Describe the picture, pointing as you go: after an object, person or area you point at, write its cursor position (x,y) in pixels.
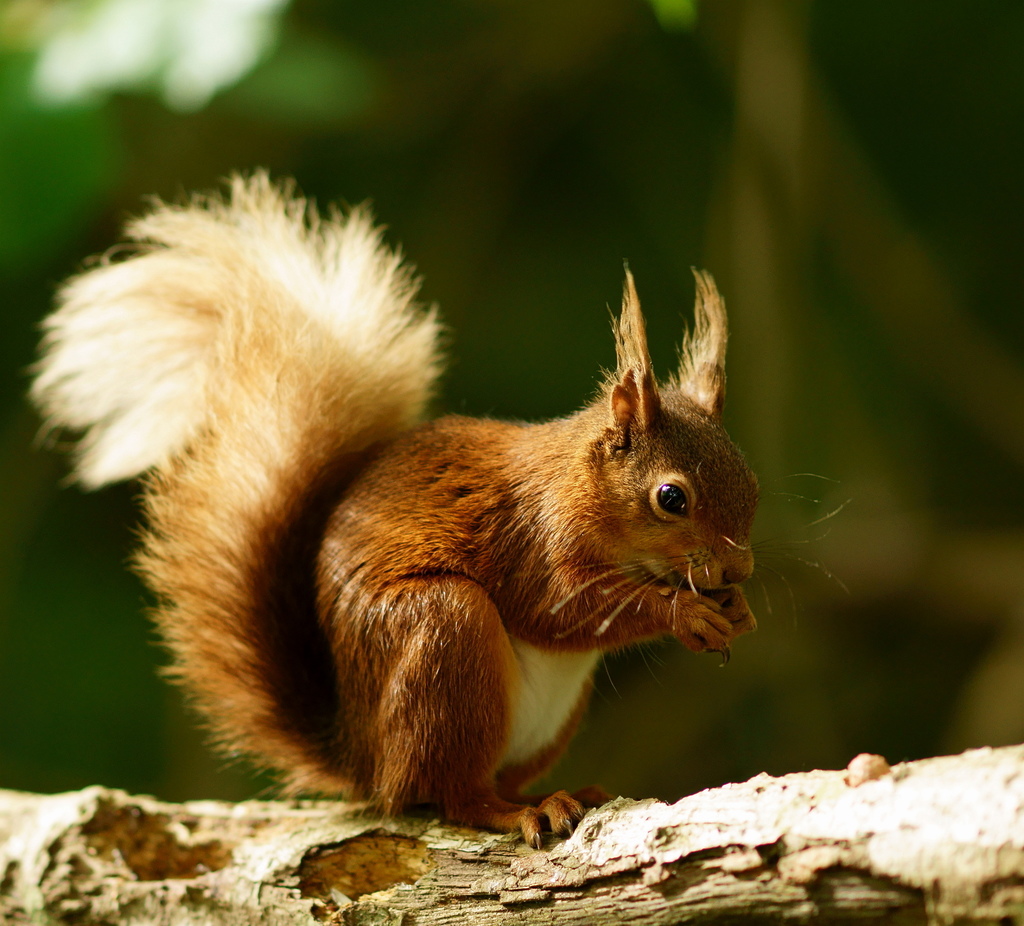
In this image I can see a squirrel (370,584) which is brown, cream and black in color on a tree branch (503,850). I can see the blurry background (444,146) which is green in color.
